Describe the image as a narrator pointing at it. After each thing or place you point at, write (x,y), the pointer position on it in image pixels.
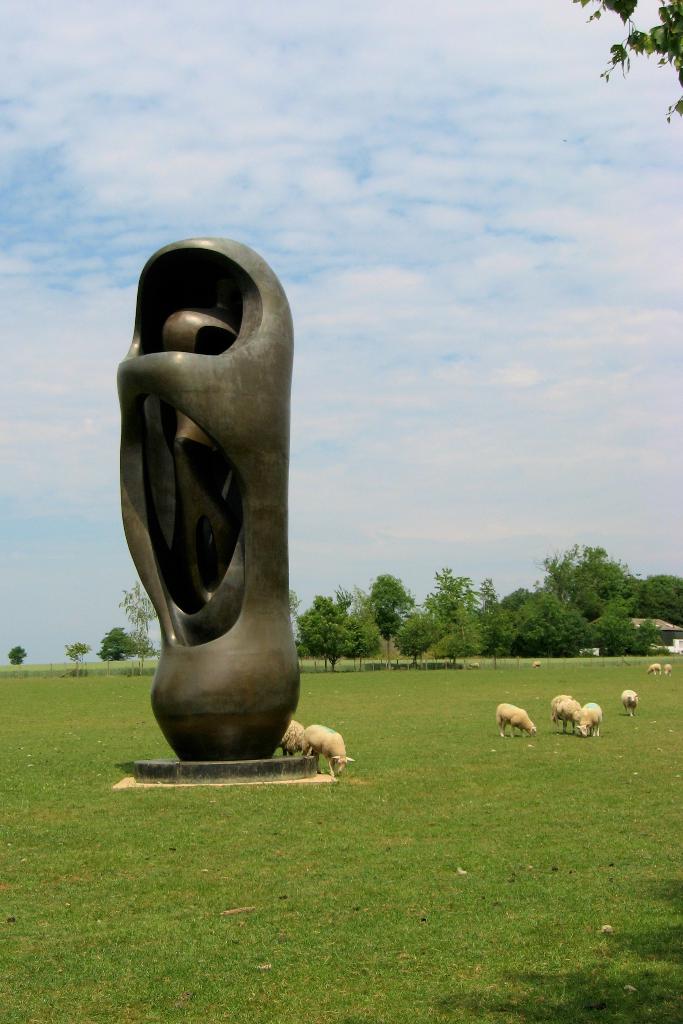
In the image there is some statue (201,469) in the garden (304,711) and there are few animals (592,716) around the statue (278,664), in the background (460,597) there are trees (586,621).
